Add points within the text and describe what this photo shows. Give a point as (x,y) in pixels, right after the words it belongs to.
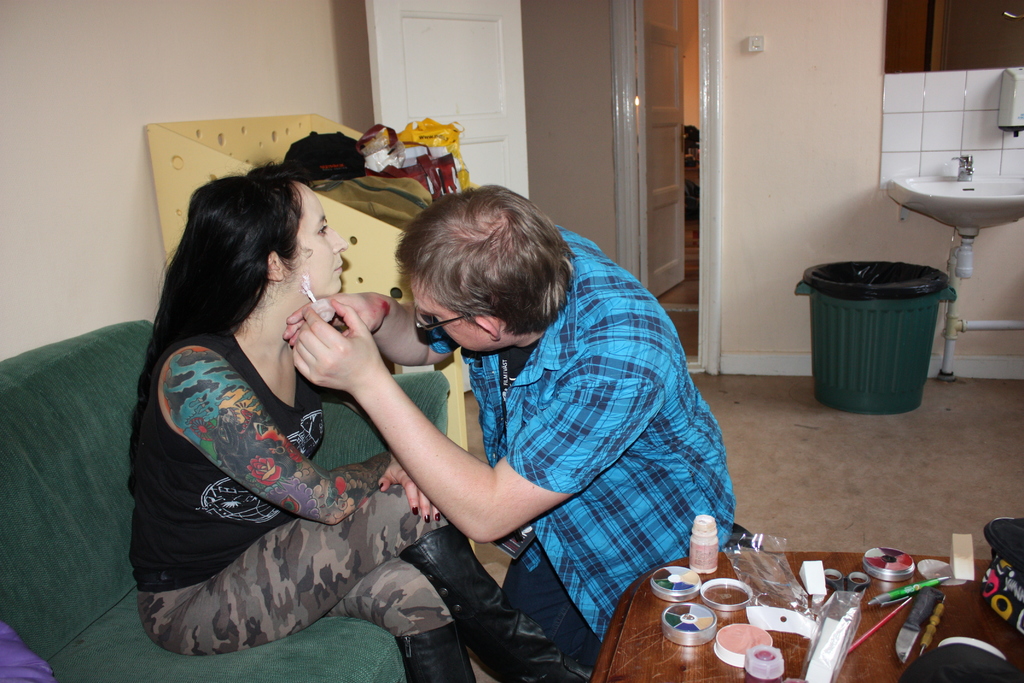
In this image we can see a woman (163,410) sitting on the sofa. There is a person (519,439) wearing specs (429,322). And he is holding something in the hand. There is a table (627,675). On the table (670,661) there are makeup items (734,581), knife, bag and few other items (942,658). In the back (517,108) there are doors (505,114). Also there is a box (209,121) with some items (372,175). And there is a wash basin (961,190) with tap (957,156). Near to that there is a bin (890,311). Also there is a soap dispenser (1016,89) on the wall (886,109).
